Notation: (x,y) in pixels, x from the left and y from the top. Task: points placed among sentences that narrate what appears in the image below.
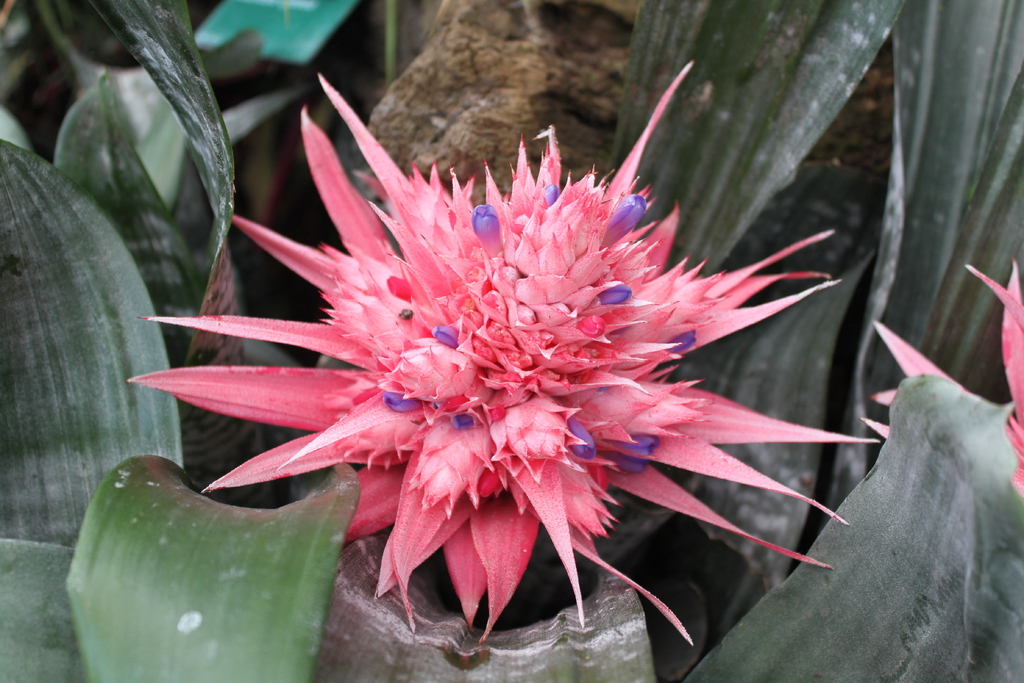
In the center of the image (479,291) we can see a flower (499,439) and there are leaves (83,497).
